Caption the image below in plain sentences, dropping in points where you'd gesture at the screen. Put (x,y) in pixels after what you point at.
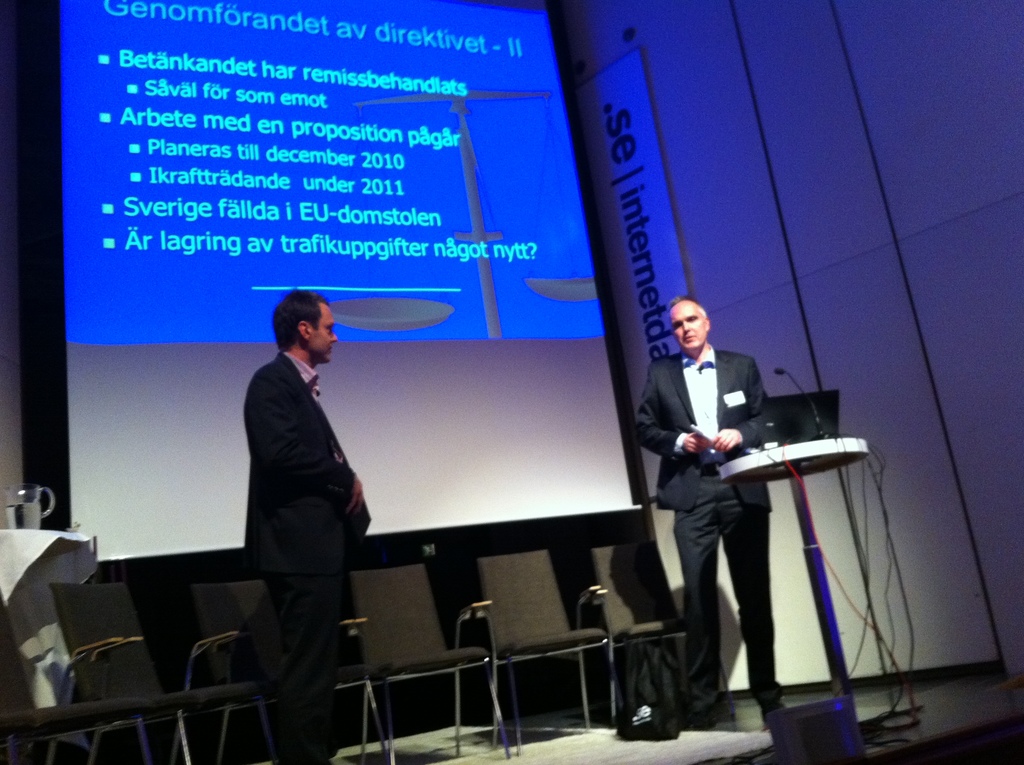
In the picture I can see two men (767,665) are standing on the stage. I can also see chairs (601,642), a laptop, a microphone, wires (854,530) on the podium (797,460), a projector screen (219,350) which has something displaying on it. On the left side (12,510) I can see a glass object (27,511) on the table (40,615).
